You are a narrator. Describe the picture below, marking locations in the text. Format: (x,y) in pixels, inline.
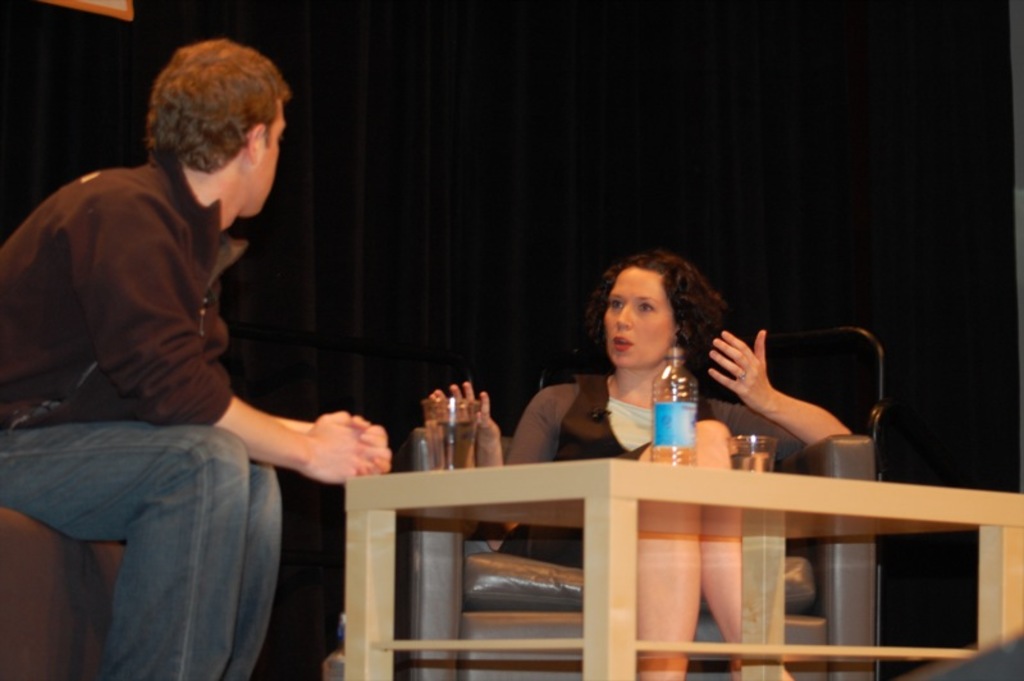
In this there are the two persons (221,402) sitting on the chair (71,553), in front of them there is a table (590,483), on the table (566,470) there is a glass (460,427) and bottle (690,411) on that and back side of them black color curtain (429,283) visible.
